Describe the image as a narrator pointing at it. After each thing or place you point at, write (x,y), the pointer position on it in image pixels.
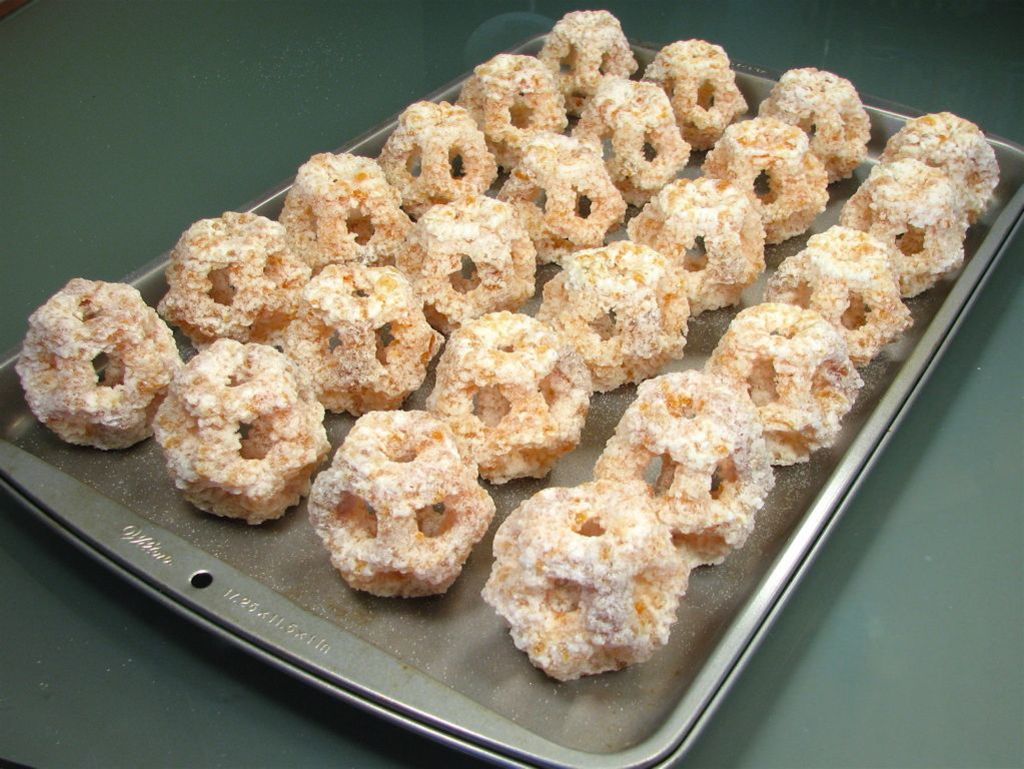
In this image I can see the food (330,224) in the tray (344,602), the food (470,507) is in brown color and the tray (387,640) is on the gray color surface (890,685).
